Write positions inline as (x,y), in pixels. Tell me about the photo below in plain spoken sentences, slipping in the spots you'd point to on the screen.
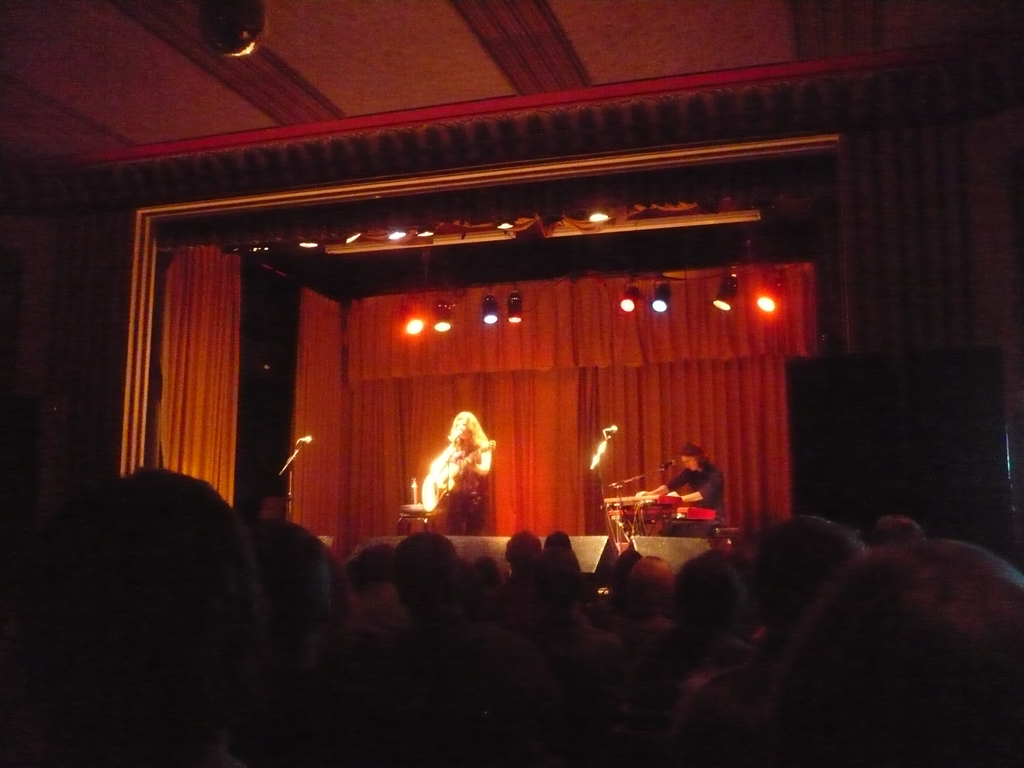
In this image we can see there are two persons (454,456) on the stage (684,435) one person (471,455) standing and holding a musical instrument (466,461) and another person (676,489) sitting and holding a musical instrument (632,502) and there is the mic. In front of the stage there are people (863,614) sitting and there is the speaker (818,444) and there are lights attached to the rod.
